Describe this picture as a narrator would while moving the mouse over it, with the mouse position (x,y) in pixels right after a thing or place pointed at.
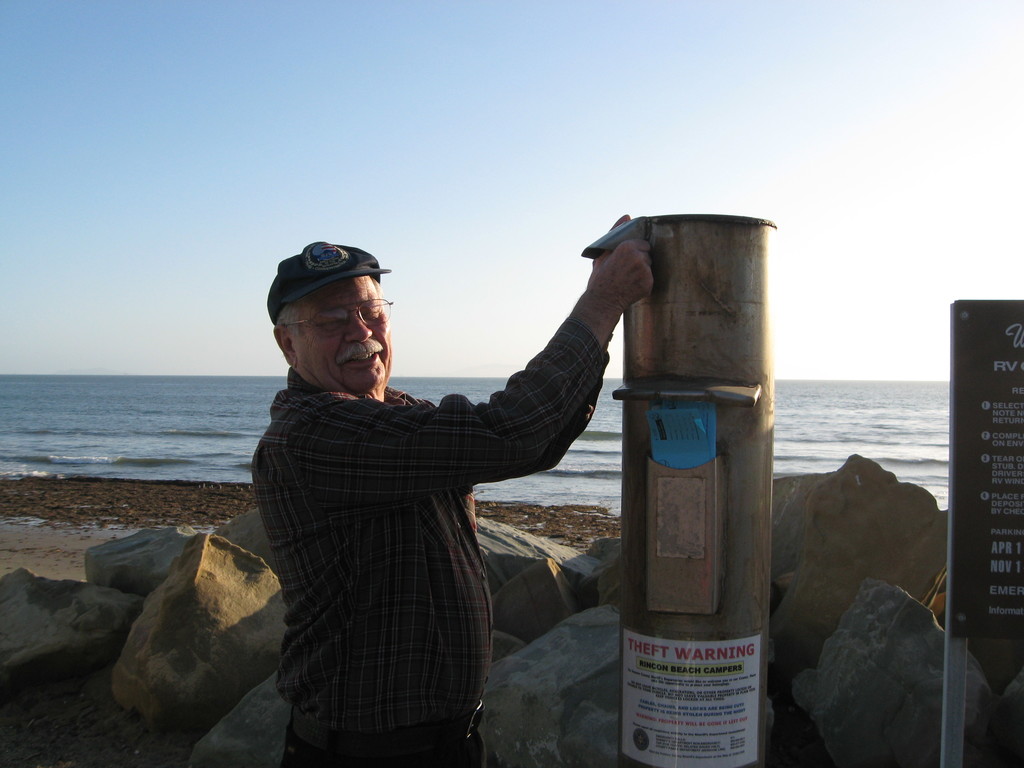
In this image I can see a person (340,534) wearing shirt (343,498), cap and black color pant (338,741) is standing and holding a metal object (658,323). I can see few rocks (191,582), a board (1013,356) and the ground (118,510). In the background (155,411) I can see the water (154,399) and the sky (367,144).
